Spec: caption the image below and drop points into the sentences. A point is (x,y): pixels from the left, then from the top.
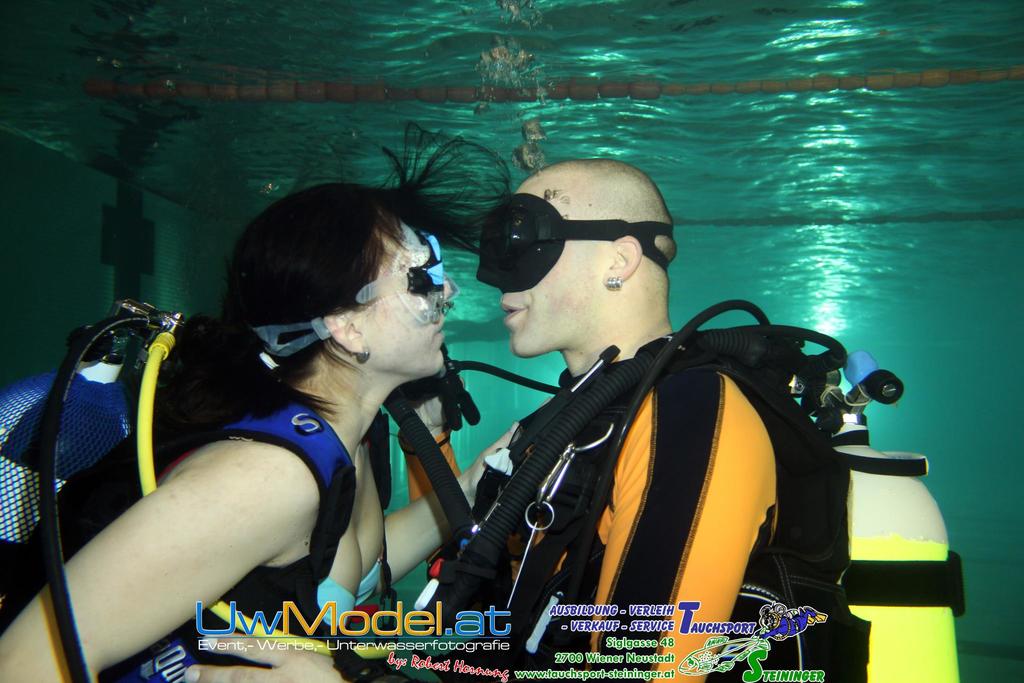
The image is taken inside the water (890,212). In this picture there are two persons (679,385) wearing cylinders (866,529). At the bottom (504,640) there is text (571,662).
